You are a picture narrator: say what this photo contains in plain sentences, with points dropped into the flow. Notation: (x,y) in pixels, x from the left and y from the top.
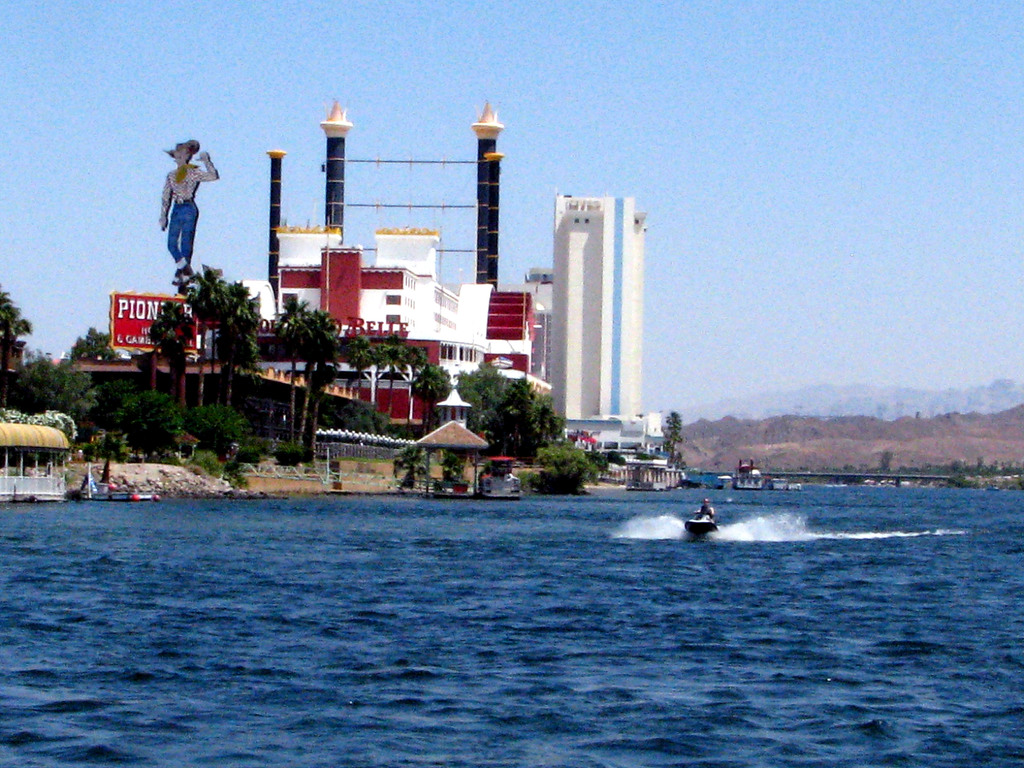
In the center of the image (468,336) there is a building (451,345) and we can see trees (481,424). At the bottom (385,617) there is water (661,609) and we can see a boat (702,528) on the water (662,590). In the background (646,169) there is sky (402,102).
